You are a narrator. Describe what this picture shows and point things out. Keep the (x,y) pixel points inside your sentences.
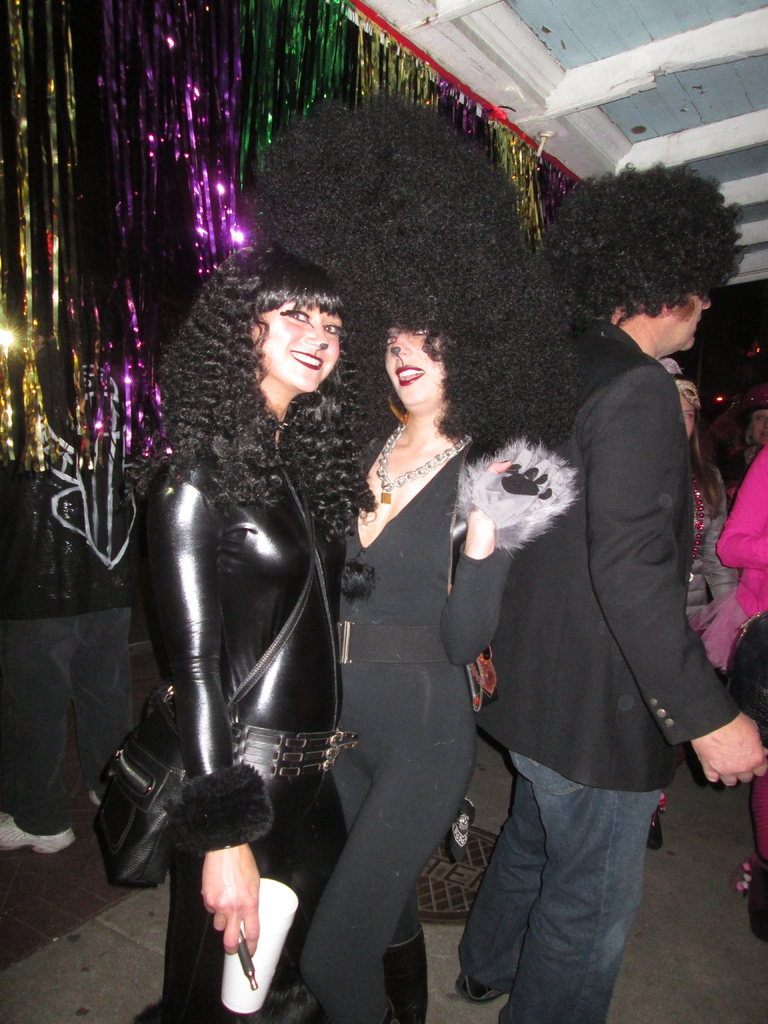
In this image there are two women (293,479) standing with a smile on their face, behind the women (424,479) there is a person (593,516) and some other woman (709,523) standing.
